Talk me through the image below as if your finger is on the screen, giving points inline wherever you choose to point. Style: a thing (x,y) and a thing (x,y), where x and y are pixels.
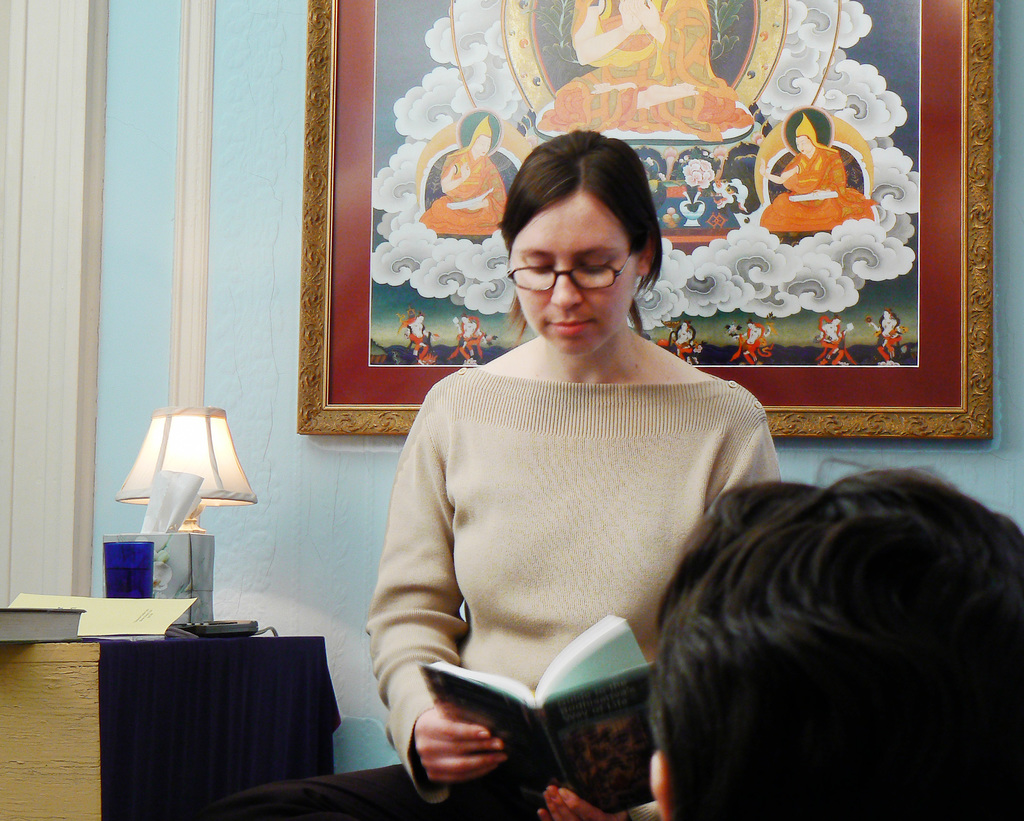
In this image, there are a few people (720,616). Among them, we can see a person (522,645) holding an object (489,687). We can also see the wall (269,165) with a frame (357,211). We can also see a table (242,674) with some objects (229,472) like a lamp (204,484) and some books (26,620).
